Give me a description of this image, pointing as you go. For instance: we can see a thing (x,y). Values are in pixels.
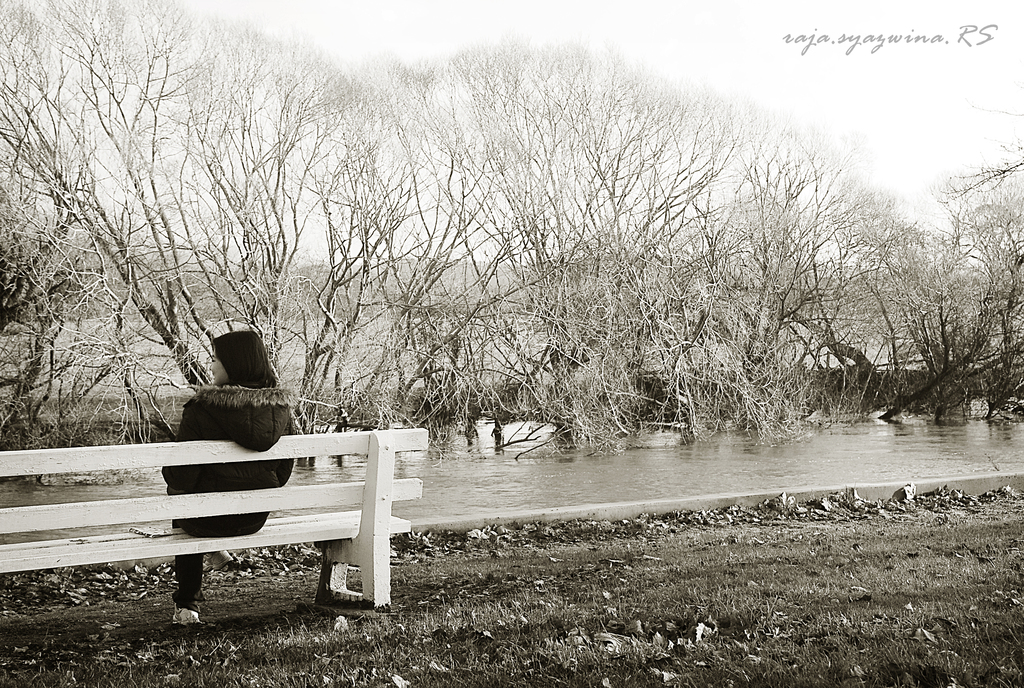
In the image we can see a person (214,560) wearing clothes (264,482), shoes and the person (208,534) is sitting on the bench (243,542). Here we can see the grass (557,589), water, trees (656,154) and the sky (717,35). On the top right (903,41), we can see the watermark (903,41).
